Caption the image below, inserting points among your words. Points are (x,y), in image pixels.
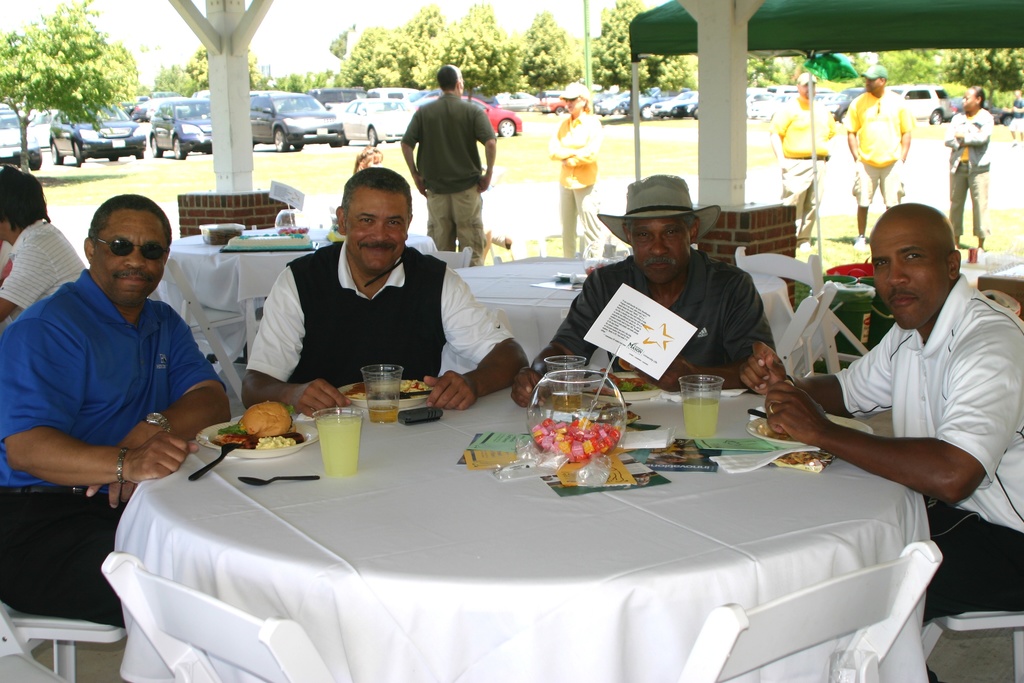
There are four people (349,317) sitting in front of a table (745,405) which has some eatables (271,449) and drinks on it and there are group of people (463,140) standing behind them and there are cars (417,91) and trees (515,56) in the background (343,95).
